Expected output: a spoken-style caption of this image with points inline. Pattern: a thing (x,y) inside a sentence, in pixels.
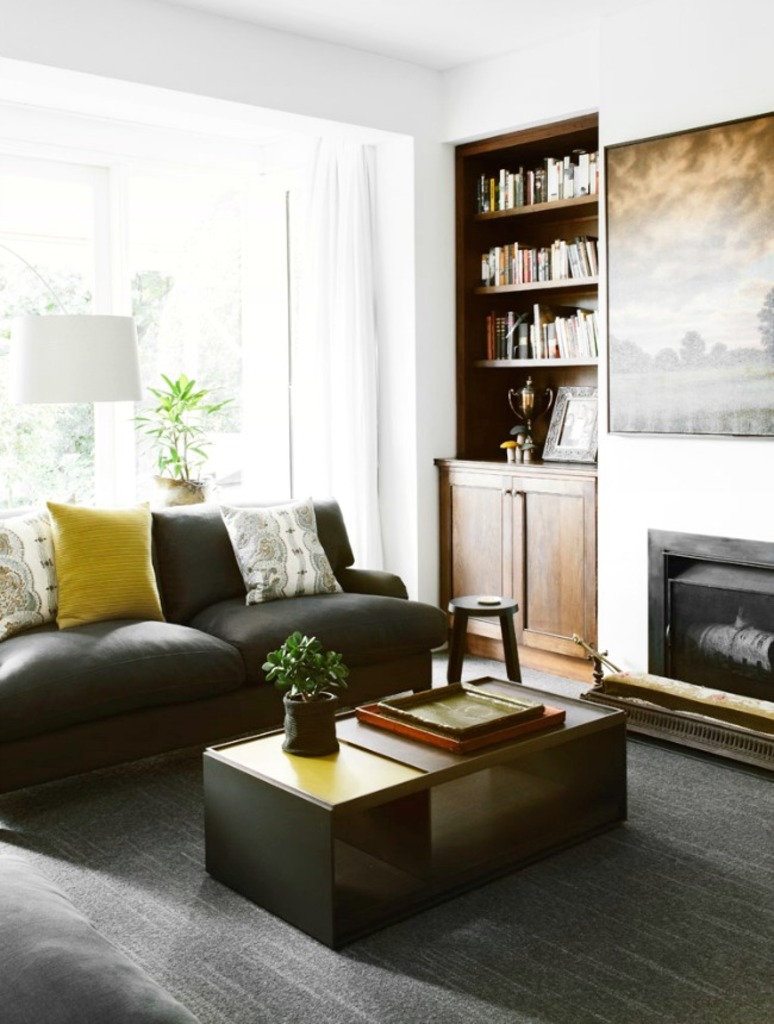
This picture is taken inside the room (275,76) in which there is a sofa (229,580) which has pillows (280,545) on it there is a teapoy (417,757) in front of sofa (241,612). On the teapoy (296,784) there is a flower pot (312,715). To the right side (556,494) there is a cupboard (460,360) in which there are books (505,201) and frame (556,421) and a cup (532,390) in it. There is a carpet (630,959) on the floor (654,959). At the background (342,201) there is a curtain (348,313), window (162,257), lamp (37,362) and a plant (177,466).
